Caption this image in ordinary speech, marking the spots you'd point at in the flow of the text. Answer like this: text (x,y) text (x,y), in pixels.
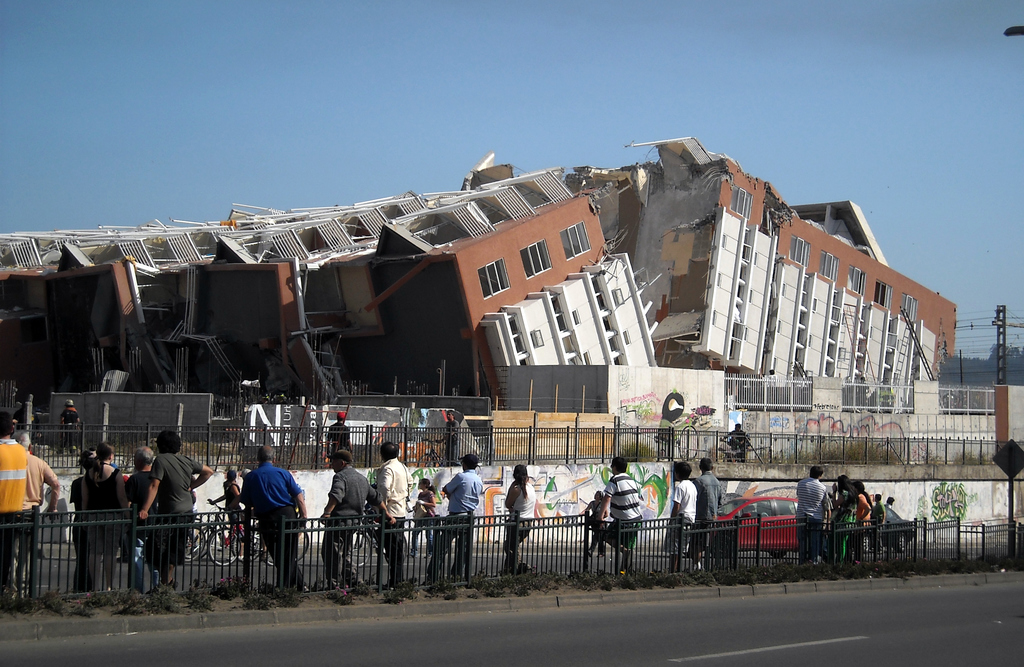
Here we can see a collapsed building (534,222), people (185,485), fence (191,536), cars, bicycles (233,551) and signboard (1000,458). Far there is a pole (1000,360) and trees (975,364). Background (317,161) there is a sky (401,116). Graffiti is on the wall (1000,473).
